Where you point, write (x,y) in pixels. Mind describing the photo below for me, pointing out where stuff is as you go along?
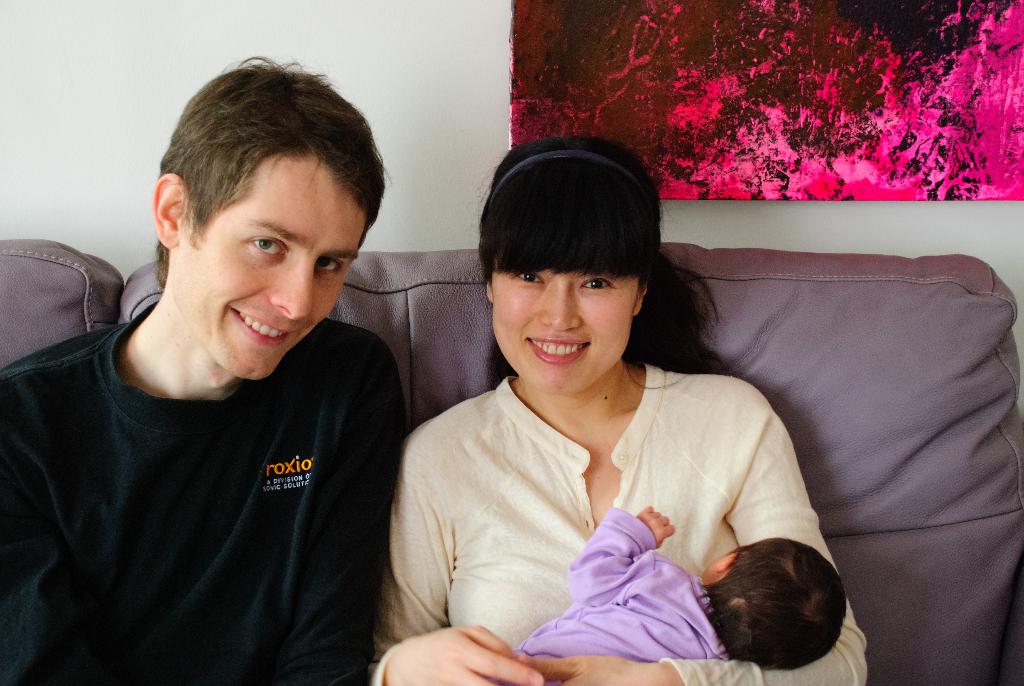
Woman (464,451) in a white shirt (651,426) who is holding a baby (696,621) in her hand (474,627) is sitting on the sofa (816,453) and she is smiling. Beside her, the man (318,476) in black t-shirt (102,553) is also sitting on the sofa (419,294) and he is also smiling. Behind them, we see a white wall (383,107) on which pink color photo frame (687,187) is placed. This picture is clicked inside the room (408,301).
